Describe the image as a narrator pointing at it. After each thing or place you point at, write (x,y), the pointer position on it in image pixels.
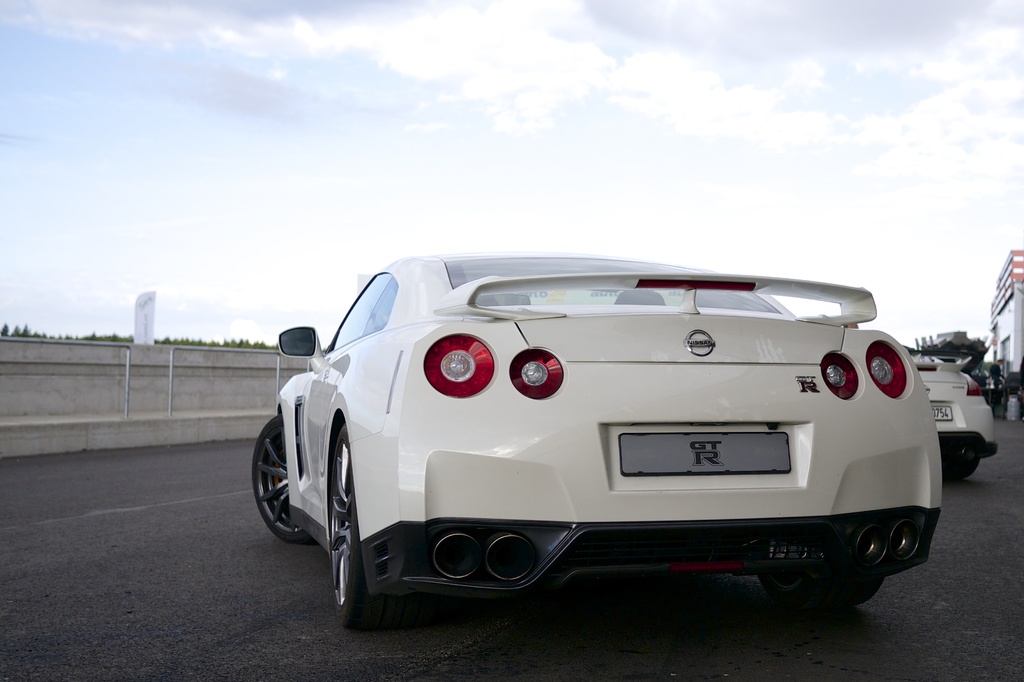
In this image, in the middle (646,408), we can see a car (762,492) which is placed on the road (956,556). On the right side (976,458), we can also see a car (946,446) which is placed on the road (993,476). On the right side (1007,312), we can see building (1007,329), trees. On the left side (268,357), we can see a wall (266,373), metal rod (75,340), trees (132,341), hoarding (145,341). At the top (668,124), we can see a sky (631,119) which is cloudy, at the bottom (311,596), we can see a road (19,512).
